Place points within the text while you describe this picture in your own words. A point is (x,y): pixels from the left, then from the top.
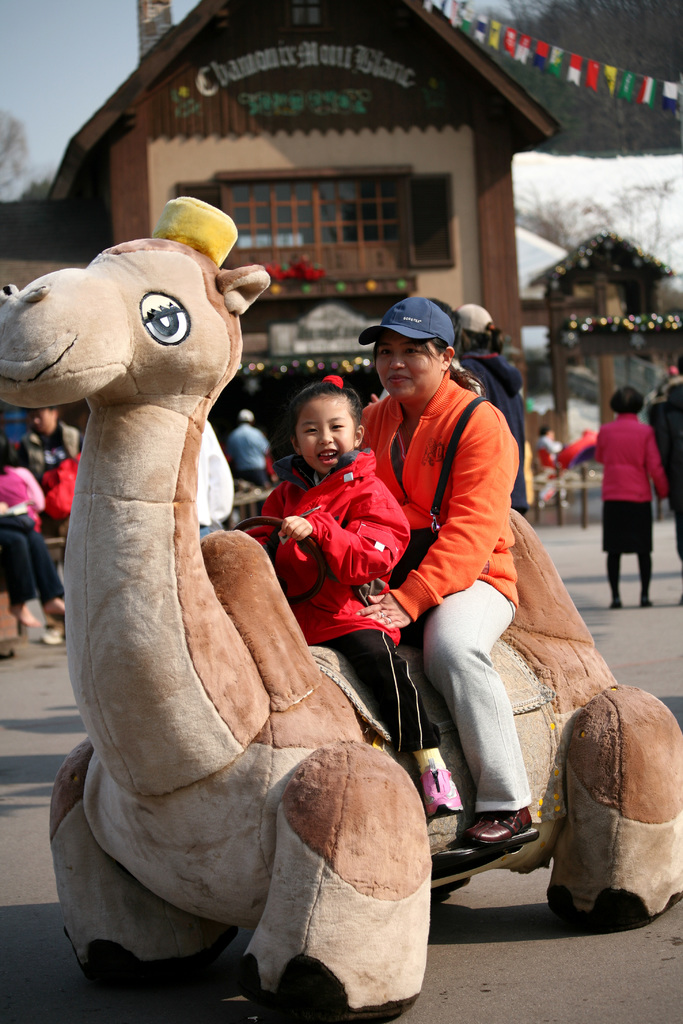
In the middle of the image (327,603) two persons (402,340) are sitting on a toy (680,861). Behind them few people (639,464) are standing and walking. At the top of the image (261,32) there are some buildings (342,53) and trees (672,58). Behind them there is sky (6,65).
